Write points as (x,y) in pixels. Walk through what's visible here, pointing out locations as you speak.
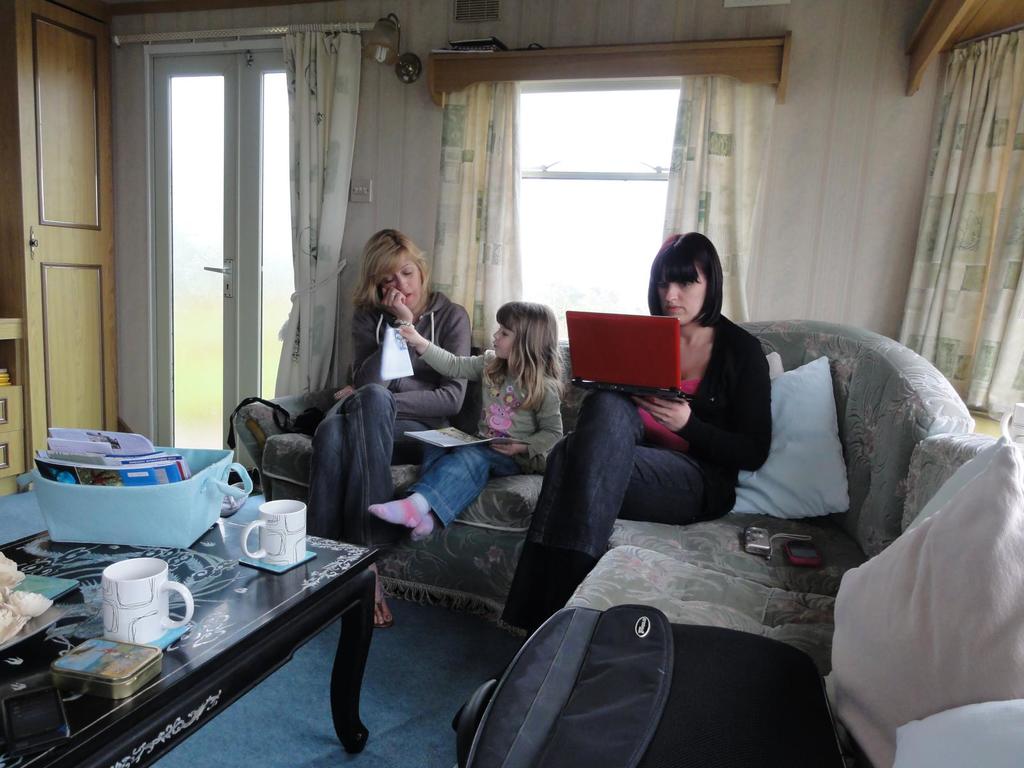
In this we can see the inside view of the living room (145,573) in which two women (423,424) and a small girl (479,455) is sitting on the sofa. On the right (715,404) we can see a woman (719,445) wearing black t-shirt (708,415) holding the red color laptop (643,379) is seeing in it. Middle we can see a small girl (438,499) is playing and on the left (335,462) a woman (425,326) grey t-shirt (399,380) placing her hand (410,309) on the cheek (414,288) and sitting. Behind we can see the glass door (211,171) and curtains (463,189). In the front (146,598) a center table (238,553) on which files (149,478) and papers (129,481) are placed in the blue tray (154,526) and white tea cup (149,641).
